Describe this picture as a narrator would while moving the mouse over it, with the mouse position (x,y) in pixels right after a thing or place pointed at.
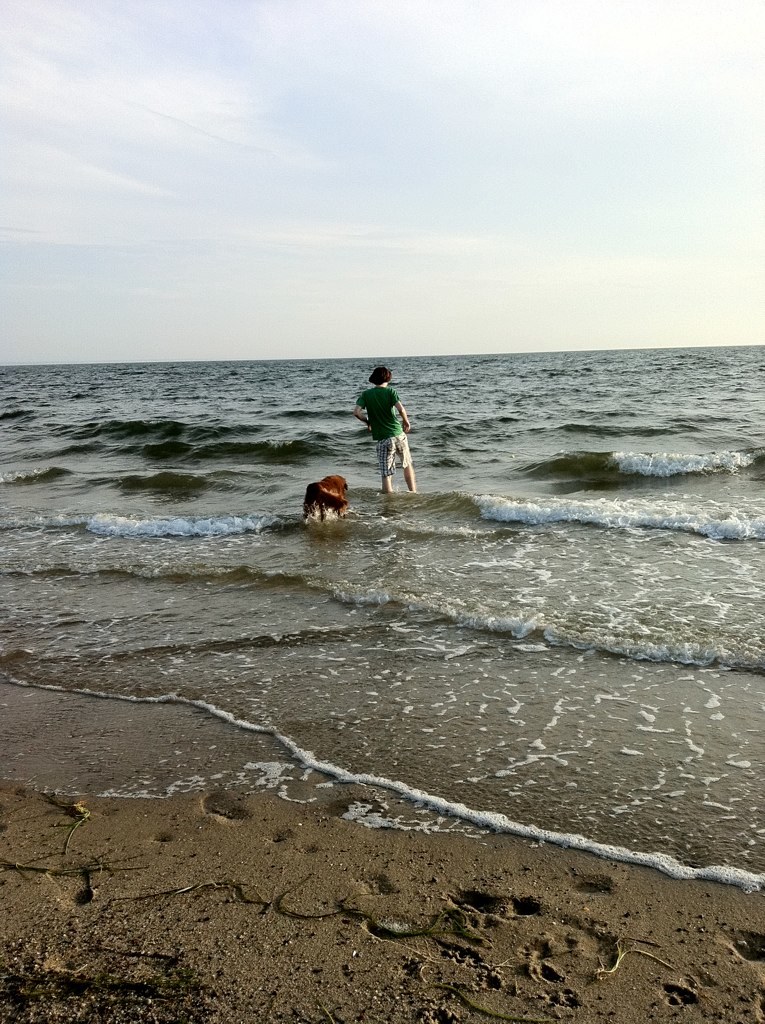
In the picture I can see a person (393,414) is standing in the water (422,565). In the background (346,345) I can see the sky (351,340) and some other thing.
